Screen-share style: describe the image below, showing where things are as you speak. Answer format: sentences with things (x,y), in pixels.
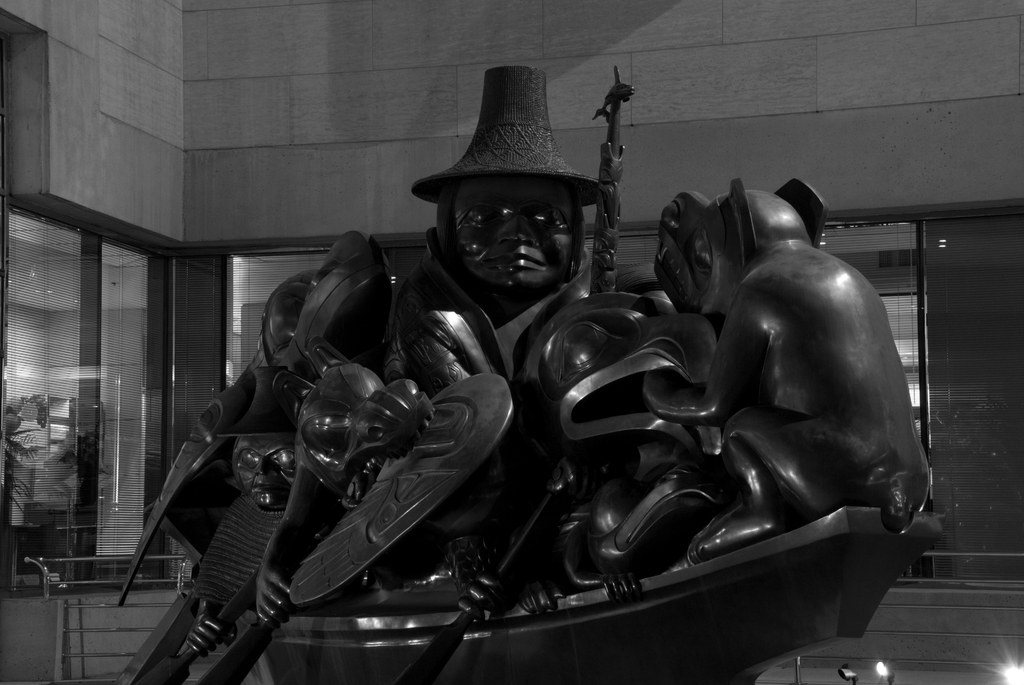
In this picture there is a statue (438,344) of few persons (481,334) sitting in a boat (880,546) and there is a building (220,204) behind it and there are few lights (1017,683) in the right bottom corner (1010,671).
